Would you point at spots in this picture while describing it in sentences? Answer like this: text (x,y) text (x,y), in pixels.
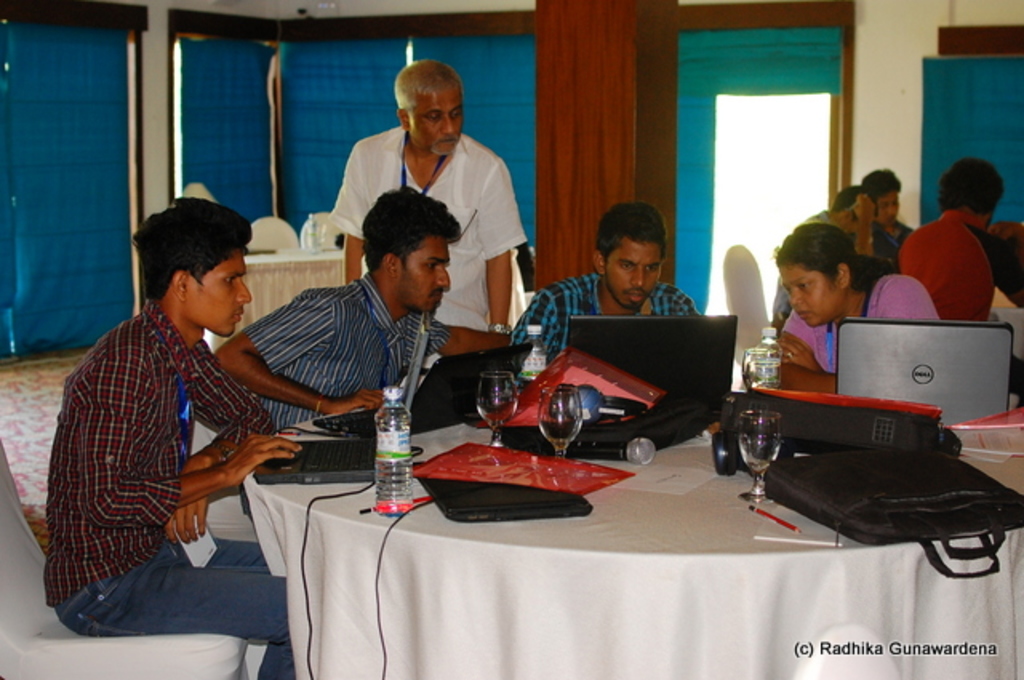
In this picture there are group of people (235,403) sitting around a table (607,533). On the table (620,538) there are laptops (445,380), glasses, files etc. Man (103,492) towards the left (111,500), he is wearing a check shirt (162,481) and blue jeans (235,609). Towards the right (805,346) there is a woman (794,320) wearing a pink dress (914,291). In the right corner (895,222) there are group of people (899,222) sitting around. In the center (464,248) there is a man (356,168) in white shirt (466,173). In the background (581,77) there is a wall (149,76) and a pillar (656,93).
